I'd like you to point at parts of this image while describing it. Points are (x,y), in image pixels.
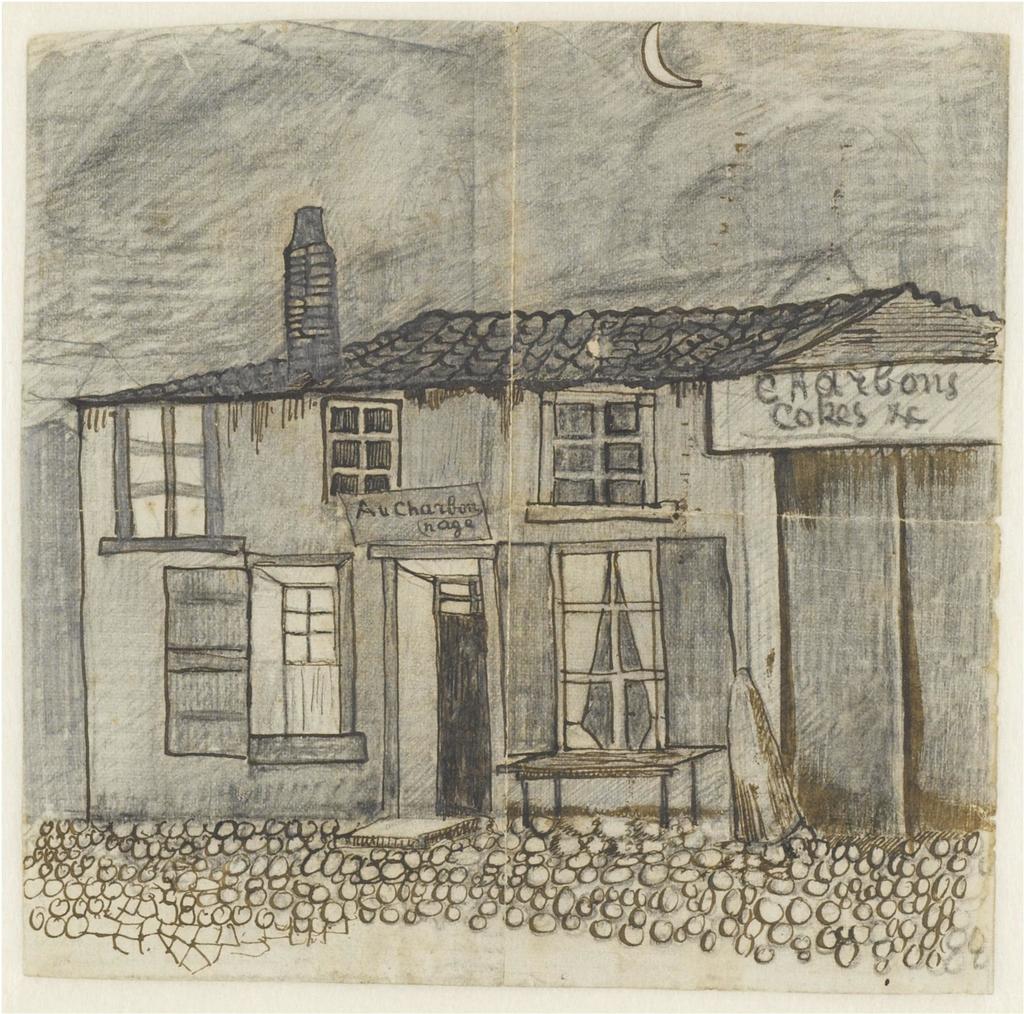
In this image we can see a drawing (921,740) of a house (612,484) with windows (533,513) and roof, we can also see sign boards (990,380) with some text (895,410). At the top of the image (651,74) we can see the moon (668,67) in the sky (669,108).
